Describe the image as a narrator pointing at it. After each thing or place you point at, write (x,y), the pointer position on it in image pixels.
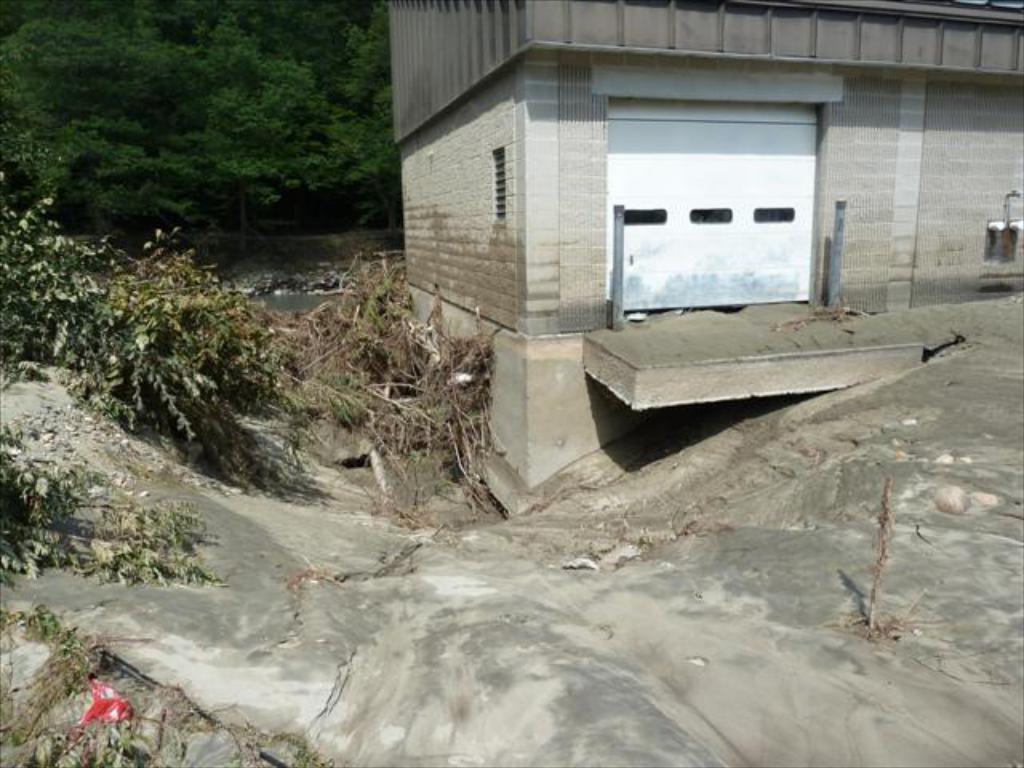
On the right (953,77) we can see the building (801,291). On the left (295,303) we can see water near to the plant (113,340). In the top right (730,133) there is a white door (665,177) near to the pipes (836,231). At the bottom (541,663) we can see the clay (501,688). In the background (366,4) we can see many trees (178,99).
